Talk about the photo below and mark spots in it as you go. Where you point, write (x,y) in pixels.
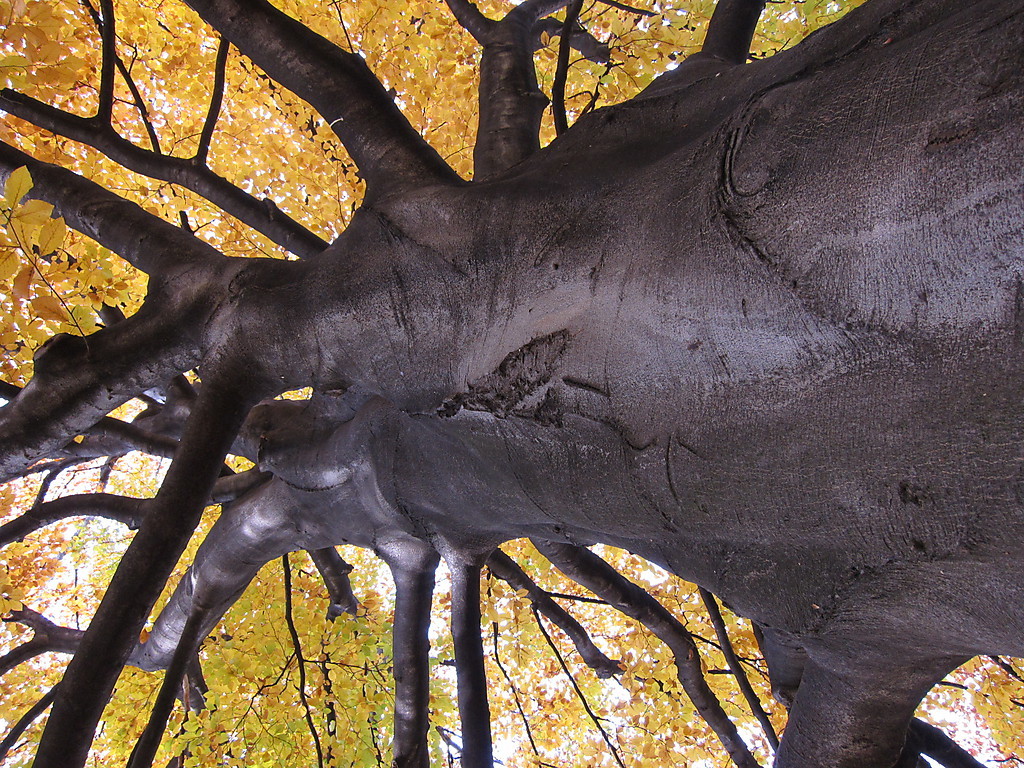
In this image I can see the tree (593,363) which is grey in color and in the background (294,116) I can see its leaves (300,158) which are orange in color and I can see the sky (80,490) through the gaps in between the leaves (321,627).
